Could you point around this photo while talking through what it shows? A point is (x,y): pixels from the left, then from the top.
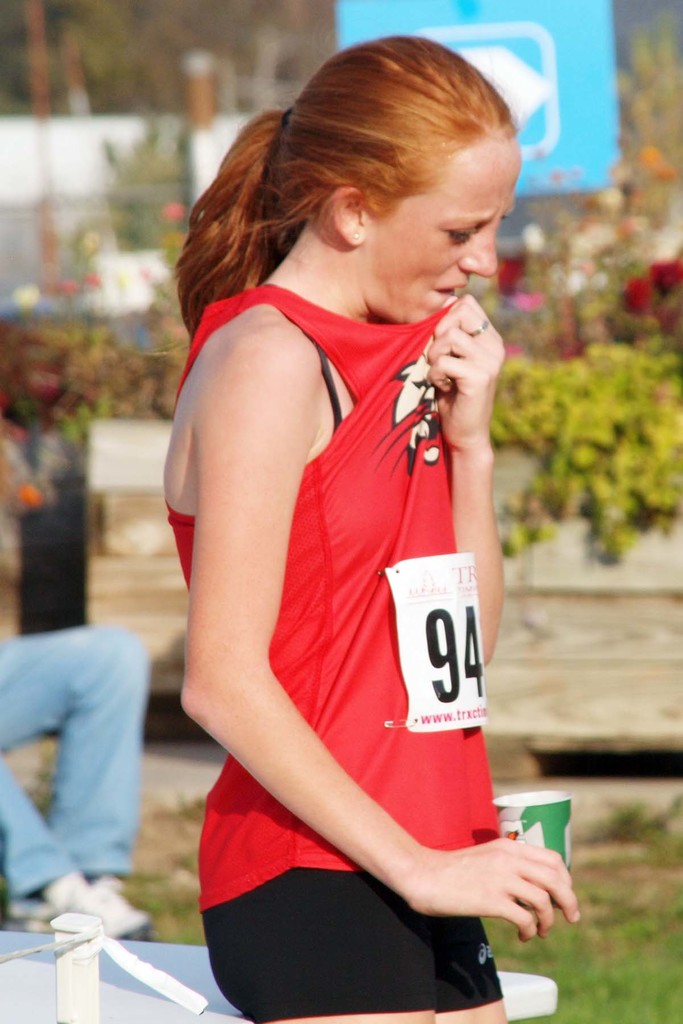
In this image we can see a woman (371,688) standing and holding a disposal tumbler (506,806) in her hands (517,868). In the background (620,392) we can see plants (531,402) and flowers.
